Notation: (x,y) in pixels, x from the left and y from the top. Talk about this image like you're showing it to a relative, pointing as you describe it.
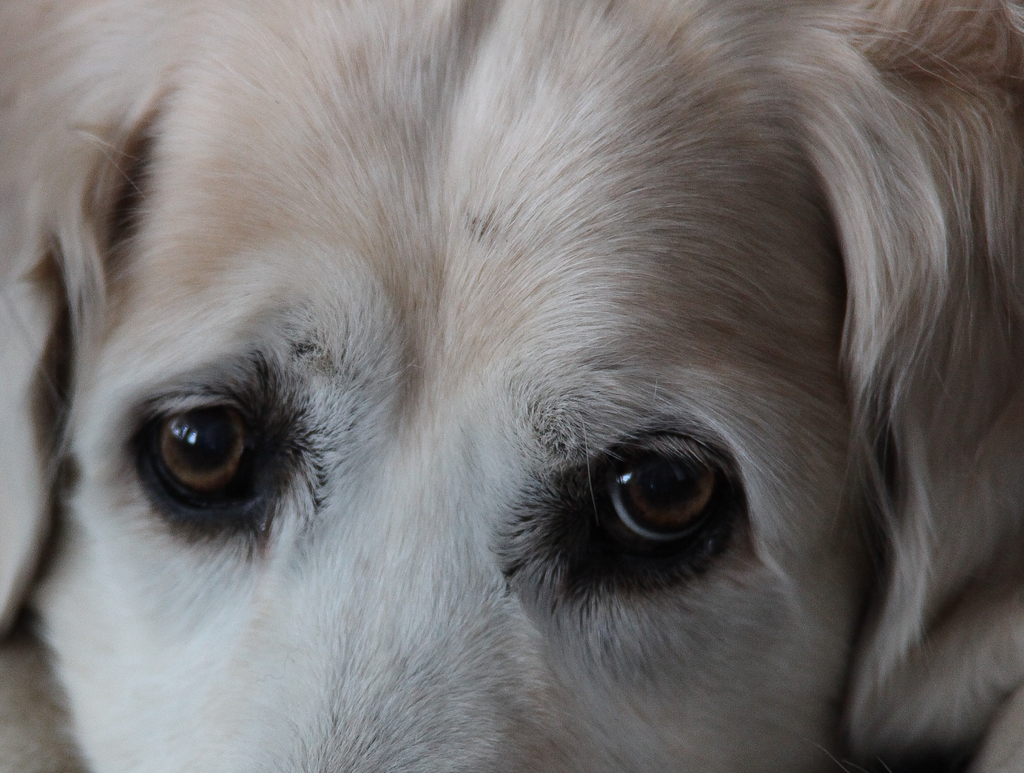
In this image there is an animal (353,242) visible.
